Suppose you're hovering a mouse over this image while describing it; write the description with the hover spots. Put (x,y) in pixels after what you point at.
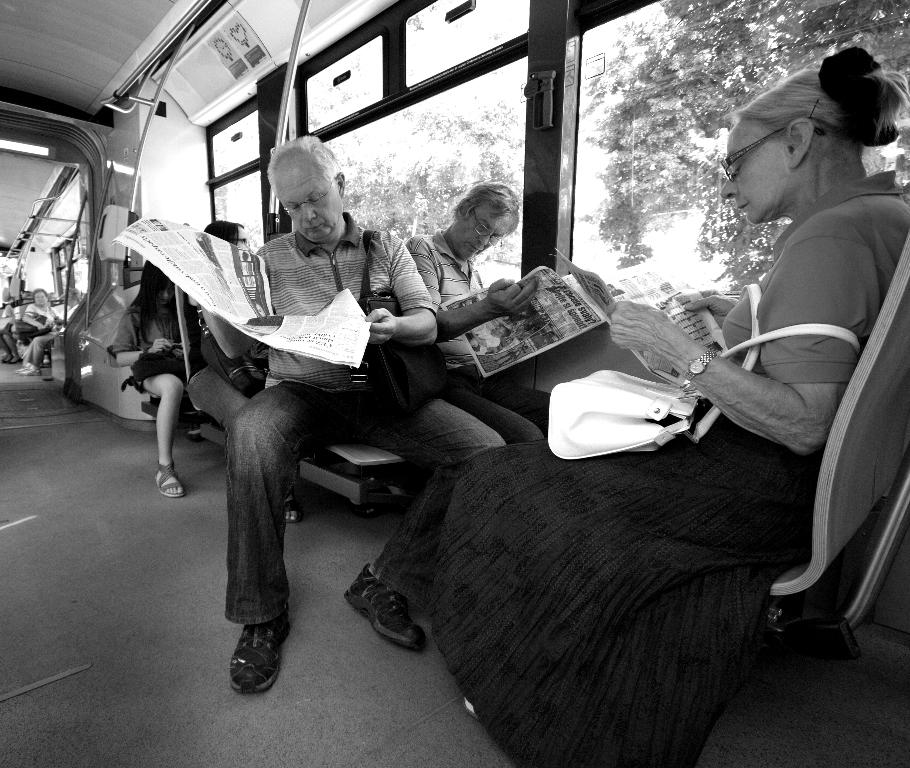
In this image there are group of persons (156,345) sitting inside the vehicle (119,303). In the front (353,297) there are persons (432,341) sitting and reading a newspaper (356,346) and on the right side (674,198) there are windows (392,178), behind the windows (661,199) there are trees (668,114).
